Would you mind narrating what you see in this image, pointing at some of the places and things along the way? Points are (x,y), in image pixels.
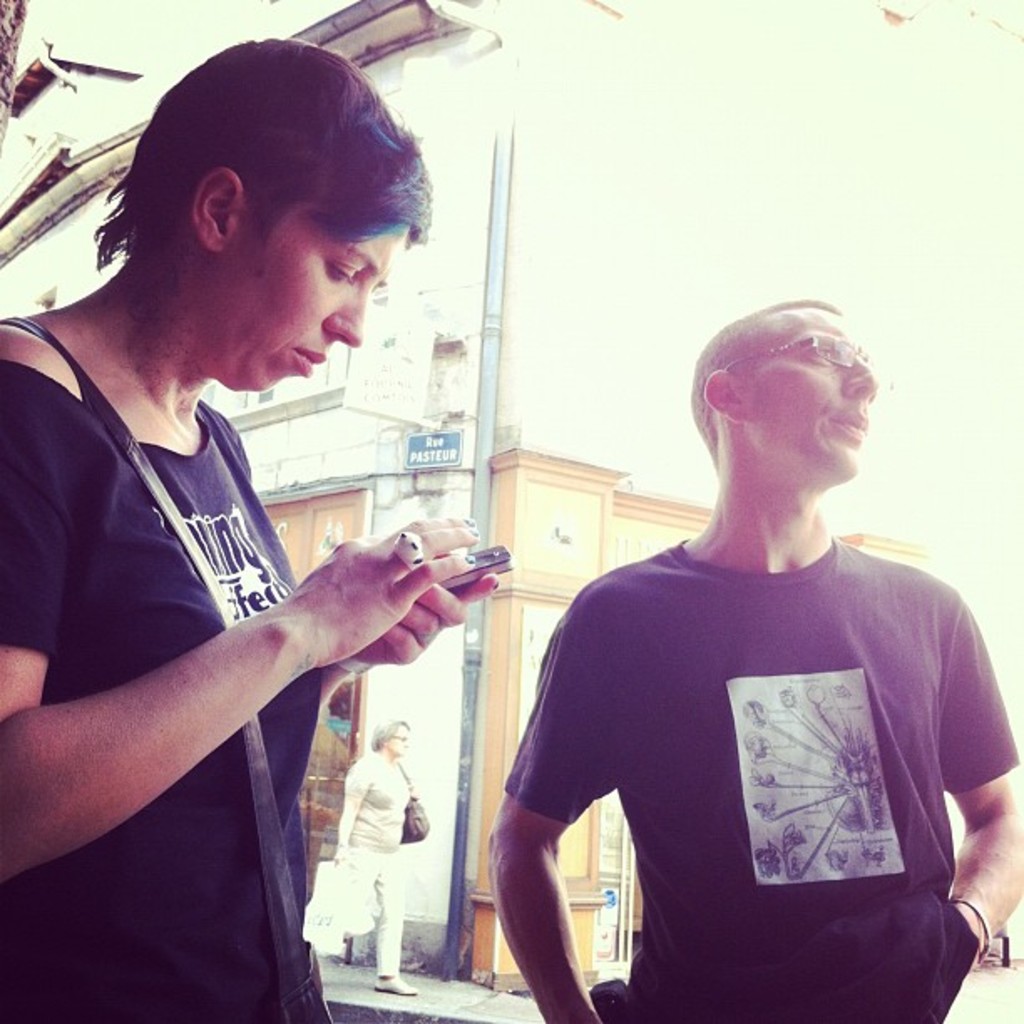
This image consists of two persons (235,631) wearing black t-shirts (279,767). In the background (526,444), there is a building (489,670). In the middle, there is a woman (394,952) walking. In the background (498,195), we can see a pole (495,233).
